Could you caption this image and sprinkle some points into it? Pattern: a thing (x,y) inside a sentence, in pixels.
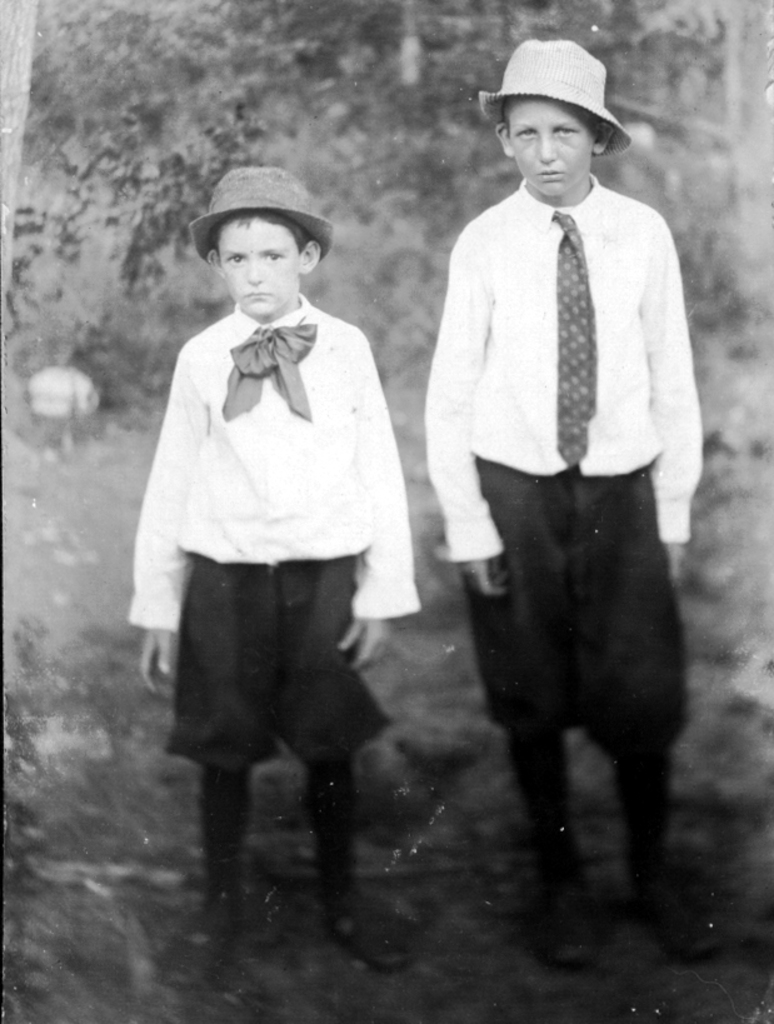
In this black and white image, we can see kids (502,112) wearing hats (299,223). In the background (616,166), image is blurred.
